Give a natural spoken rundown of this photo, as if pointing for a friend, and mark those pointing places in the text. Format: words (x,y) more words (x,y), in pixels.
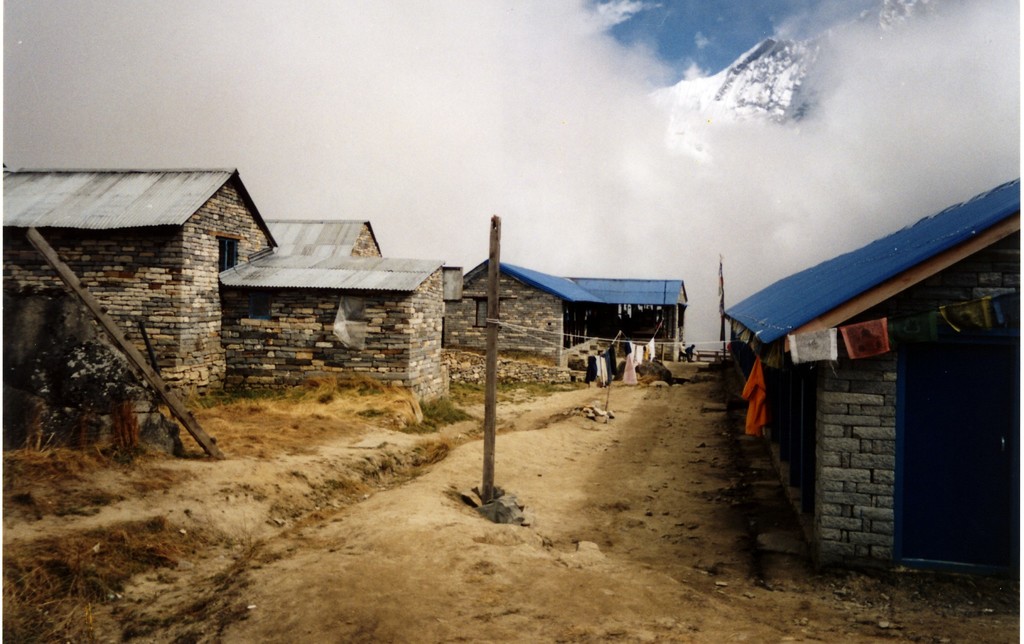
In this picture we can see a few poles (487,459), ropes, clothes (599,359), houses (577,352) and some dry grass (63,491) on the ground (669,481). We can see the sky (614,60).
